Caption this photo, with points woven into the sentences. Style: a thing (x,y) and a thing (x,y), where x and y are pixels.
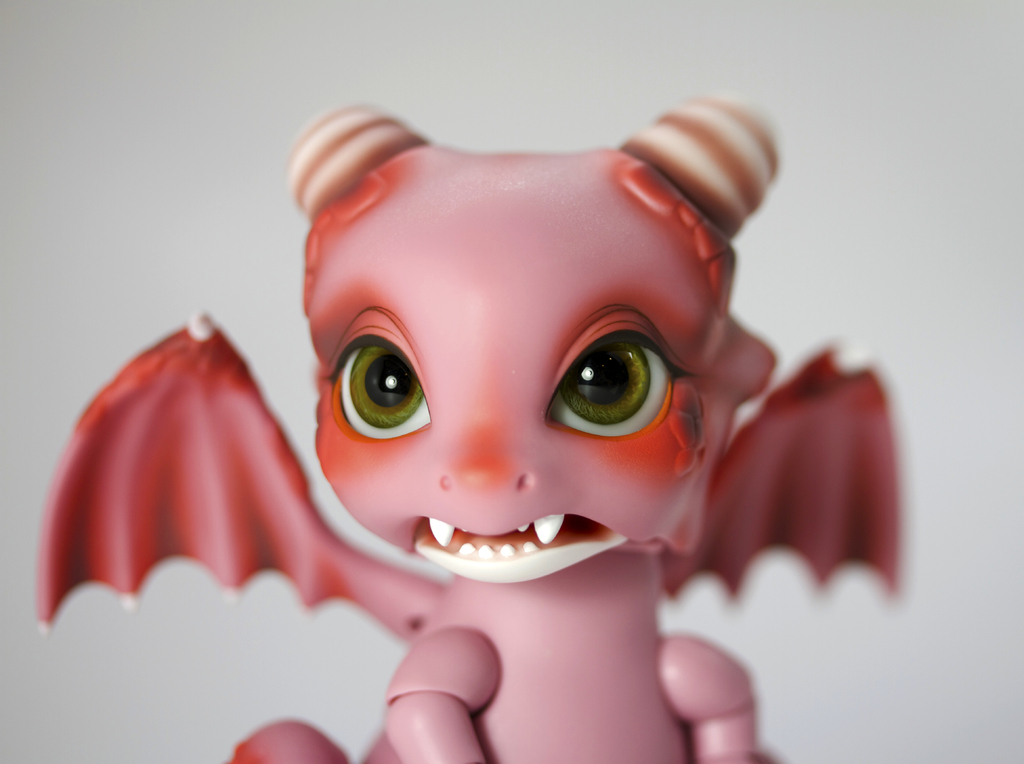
In this image we can see a pink color toy (388,449) with white color background (864,35).
